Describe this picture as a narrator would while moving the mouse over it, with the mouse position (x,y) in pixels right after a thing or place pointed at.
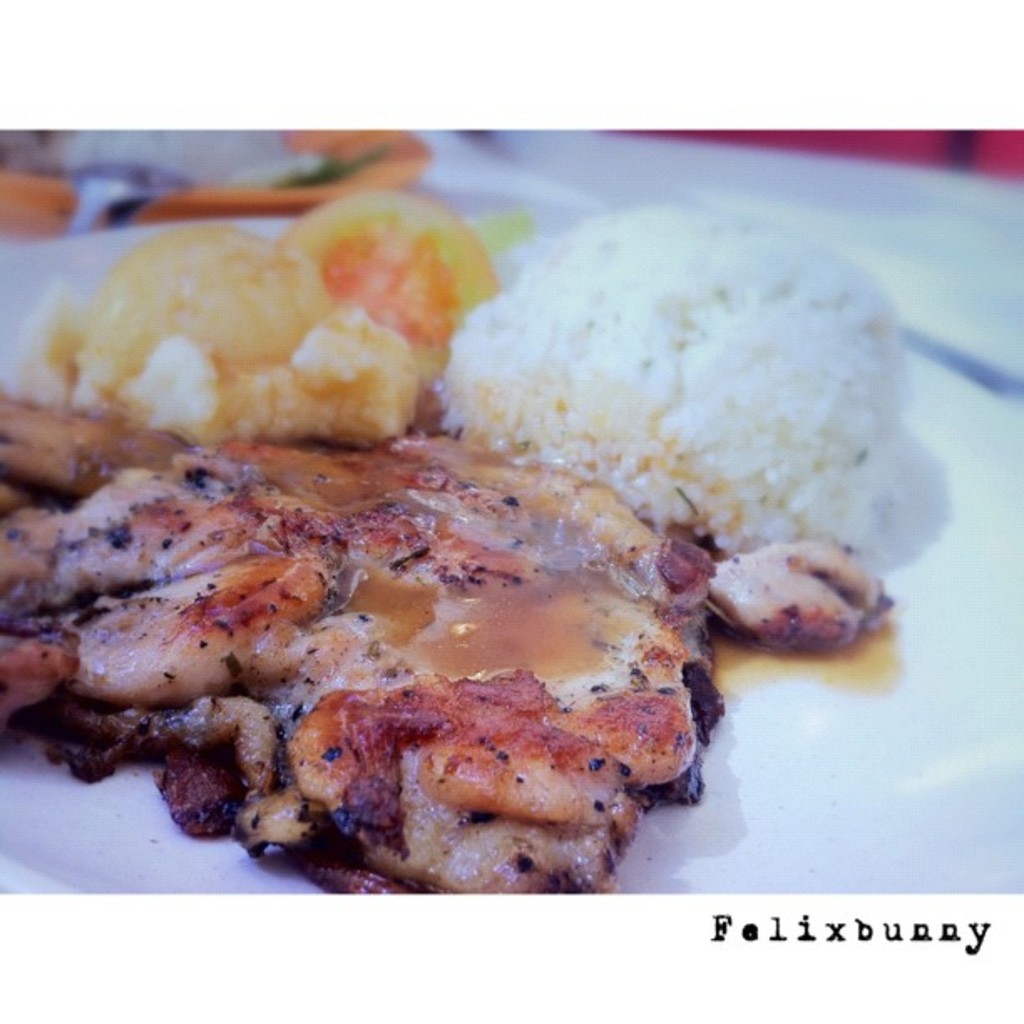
In this image, I can see the meat (440,538) and some other food items (353,364) on the plate (792,798). This plate (807,764) is white in color. This is the watermark (783,941) on the image.
